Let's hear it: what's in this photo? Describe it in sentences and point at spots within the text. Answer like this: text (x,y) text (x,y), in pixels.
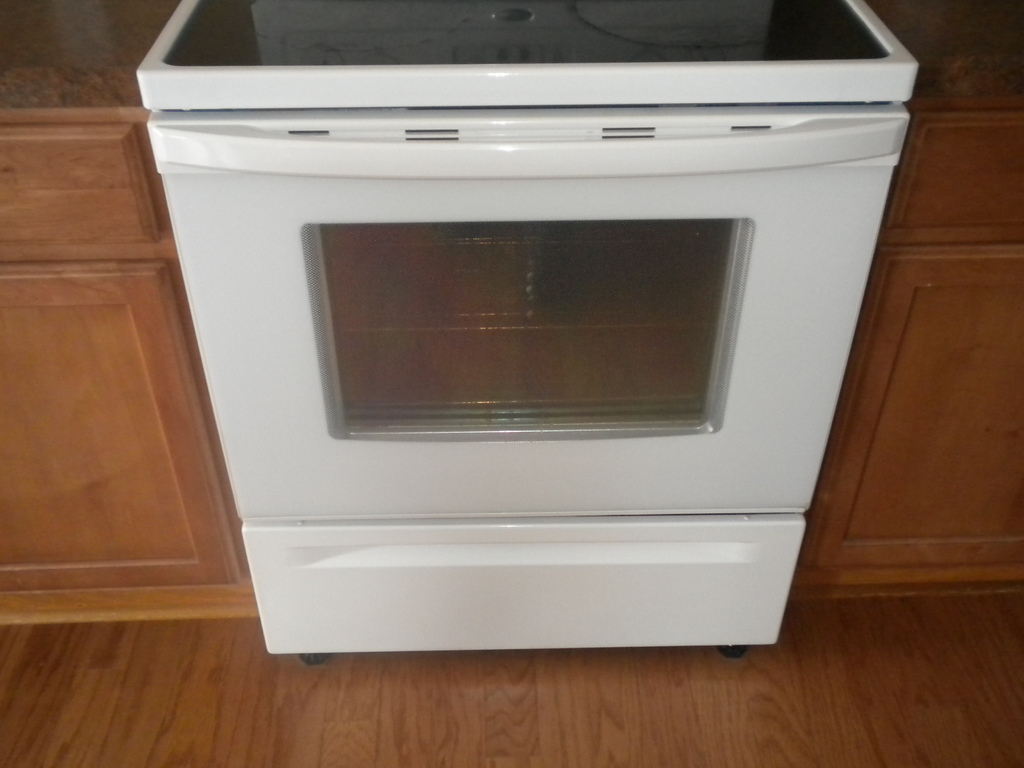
Here we can see a white oven (779,572). Beside this white oven (414,234) there are cupboard (24,496). This is wooden floor (423,690).
